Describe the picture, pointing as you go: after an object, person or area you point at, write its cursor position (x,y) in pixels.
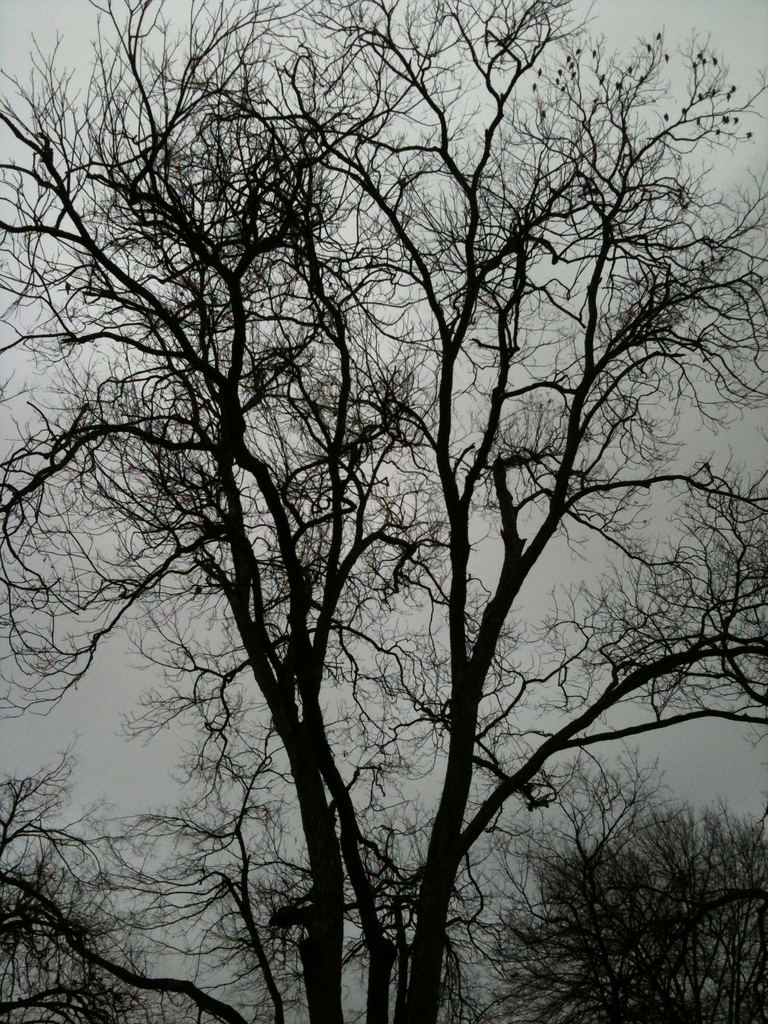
In this image I can see trees (329,569). In the background (421,328) I can see the sky (85,538).
